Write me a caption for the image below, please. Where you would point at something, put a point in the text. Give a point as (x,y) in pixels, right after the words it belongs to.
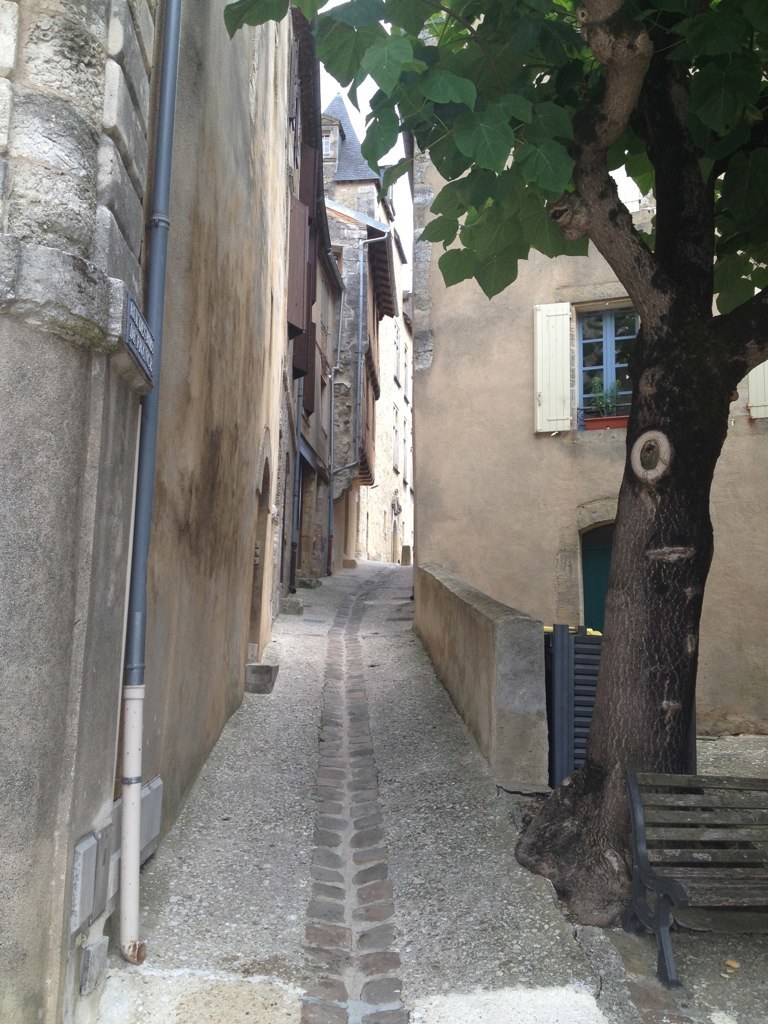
In this picture there is a small lane (500,788) with brown color buildings (487,529) on both the sides. On the left (131,626) there is a pipe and on the right side (609,912) there is a tree trunk (629,856) and wooden bench (659,876).
